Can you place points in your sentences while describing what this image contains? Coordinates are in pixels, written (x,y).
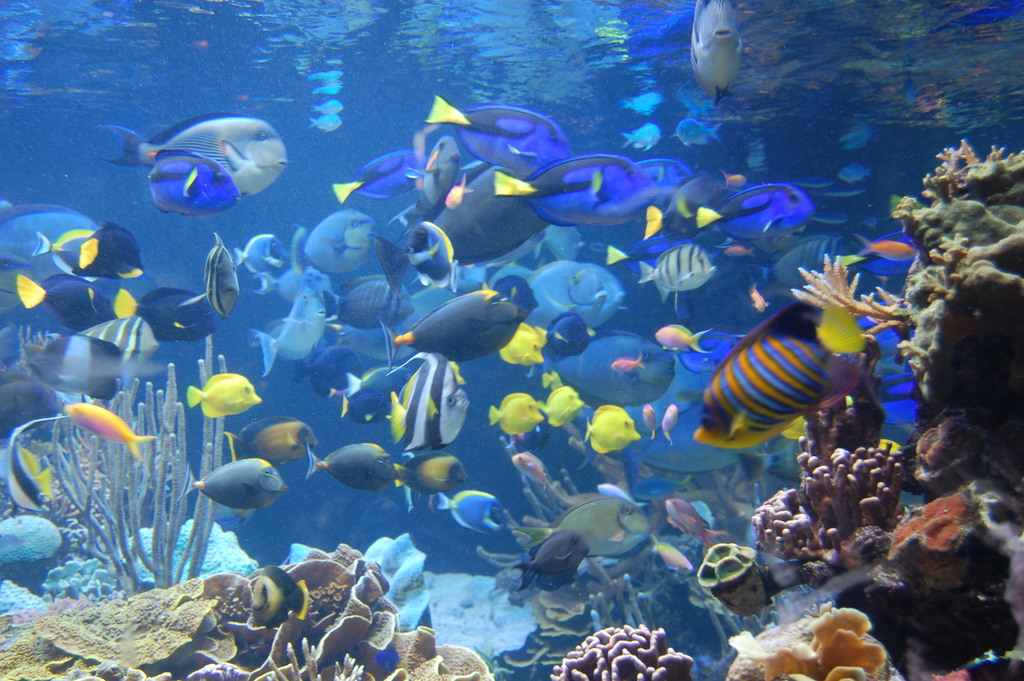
In this picture I can see the fishes (388,484), water plants (381,550) in the water (464,487).
